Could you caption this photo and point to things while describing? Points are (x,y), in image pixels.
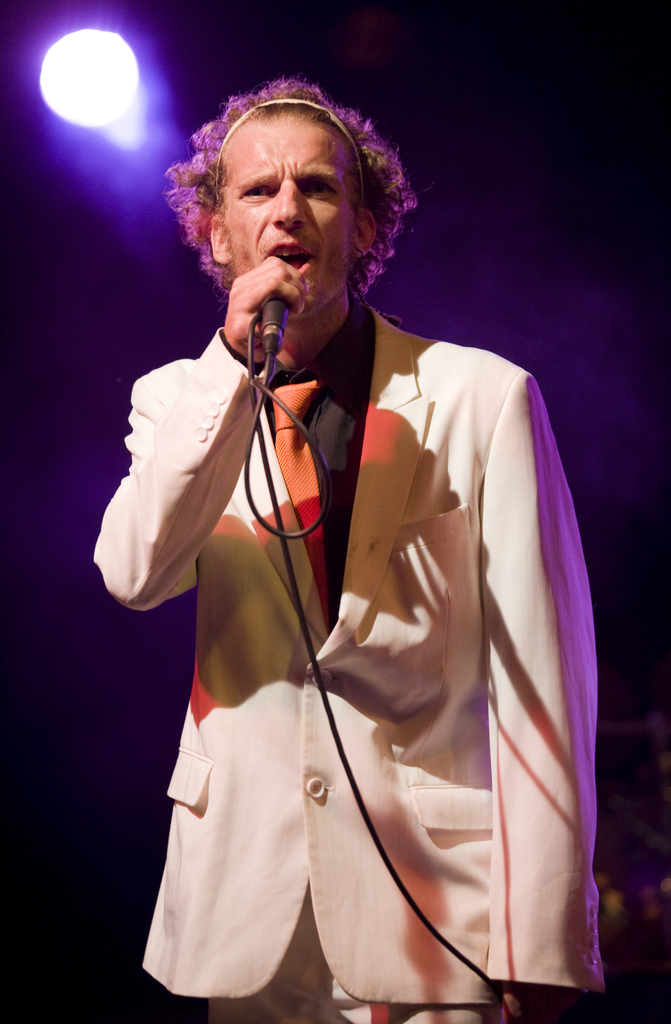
This man (266,175) is standing and holding a mic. This man (399,335) wore white suit (413,586) and tie (321,571). At the top of the picture (81,75) there is a light (105,72).
